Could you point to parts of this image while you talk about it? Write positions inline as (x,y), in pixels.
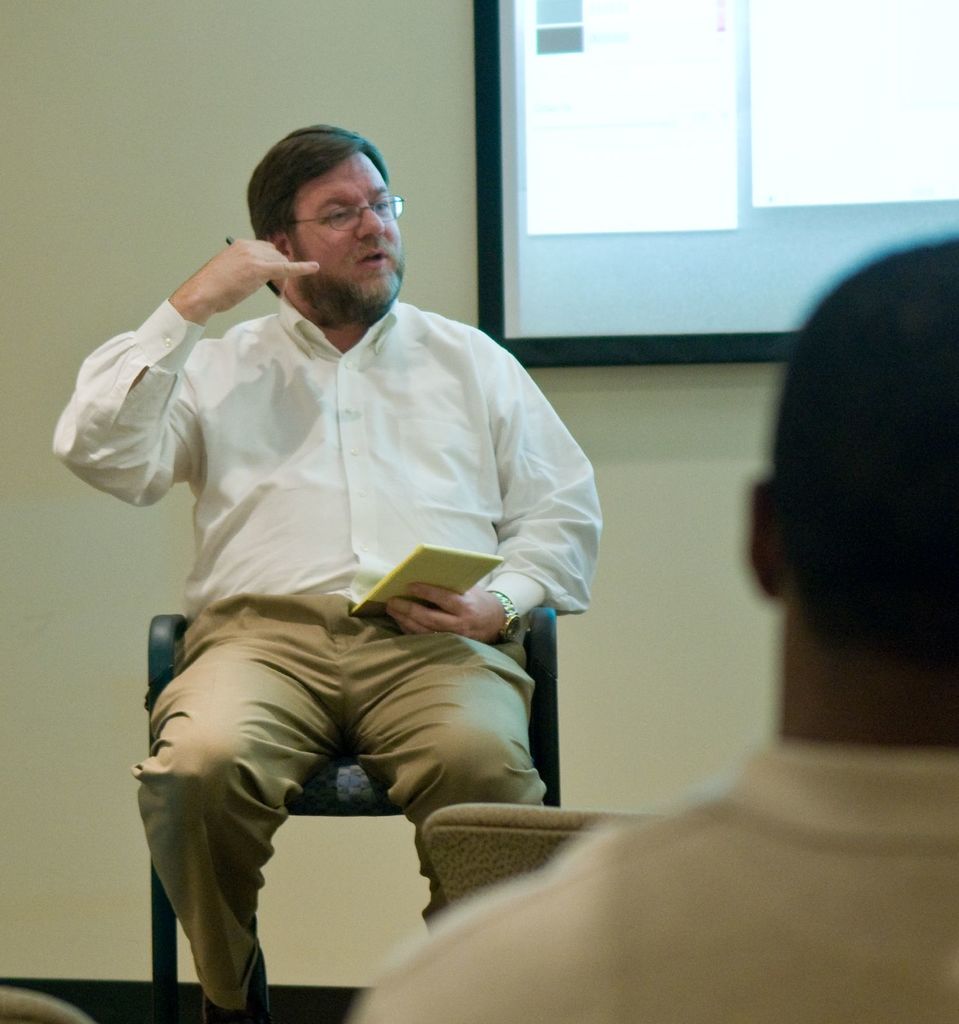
In this image we can see a person (437,596) holding a pen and a book (433,563) in his hands (456,604) is sitting in a chair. In the foreground (673,919) we can see a person (758,761). In the background (647,719), we can a screen (677,256) on the wall (673,494).
